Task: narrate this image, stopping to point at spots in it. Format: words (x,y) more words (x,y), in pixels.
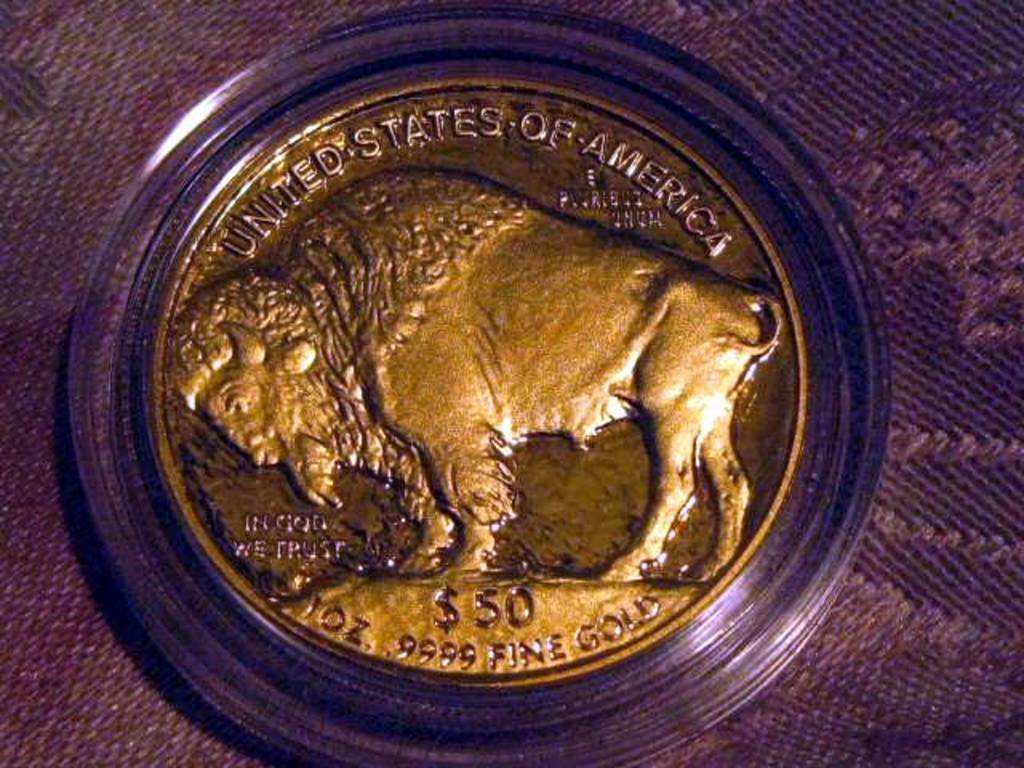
In this picture, we see the coin (364,327) in gold and brown color. We see some text (274,203) written as "The United States Of America". It might be a money coin (469,422). In the background (75,140), it is brown in color and it looks like a carpet (846,81).
